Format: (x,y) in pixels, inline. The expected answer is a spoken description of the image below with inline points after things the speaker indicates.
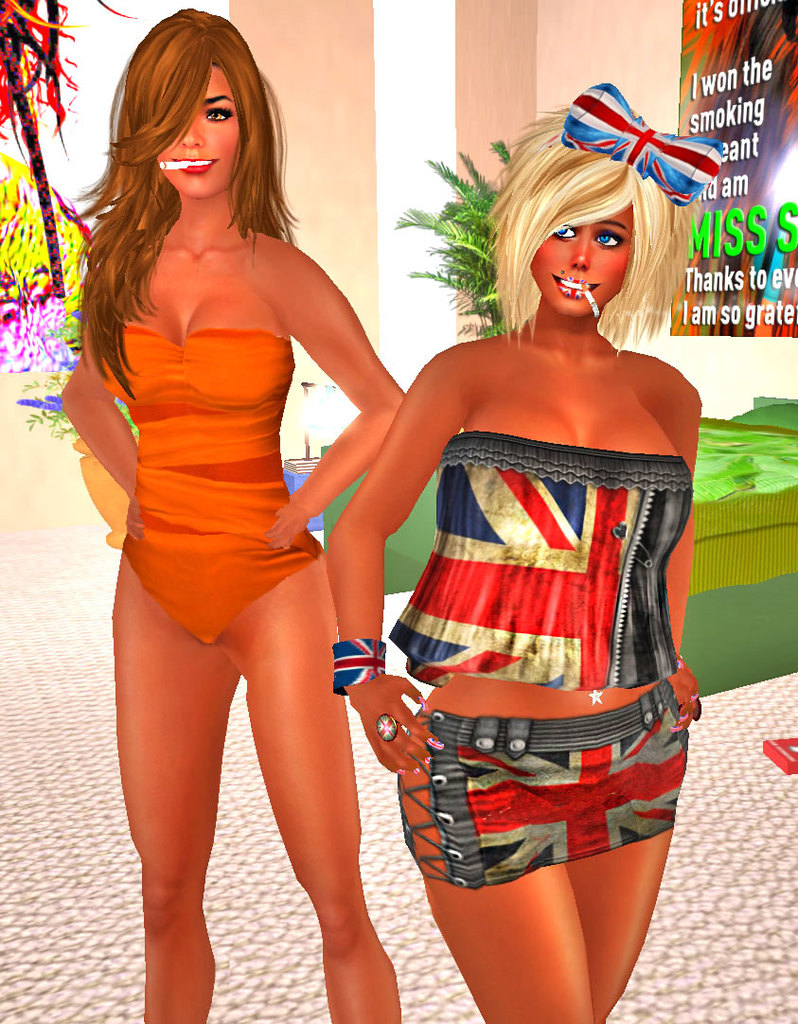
This image is a depiction. In this image we can see two women (580,393), a poster (760,149) with the text (719,88) attached to the wall (614,81). We can also see the trees (48,63), floor (66,988) and a pillar (472,308) and also the plant (471,212).
